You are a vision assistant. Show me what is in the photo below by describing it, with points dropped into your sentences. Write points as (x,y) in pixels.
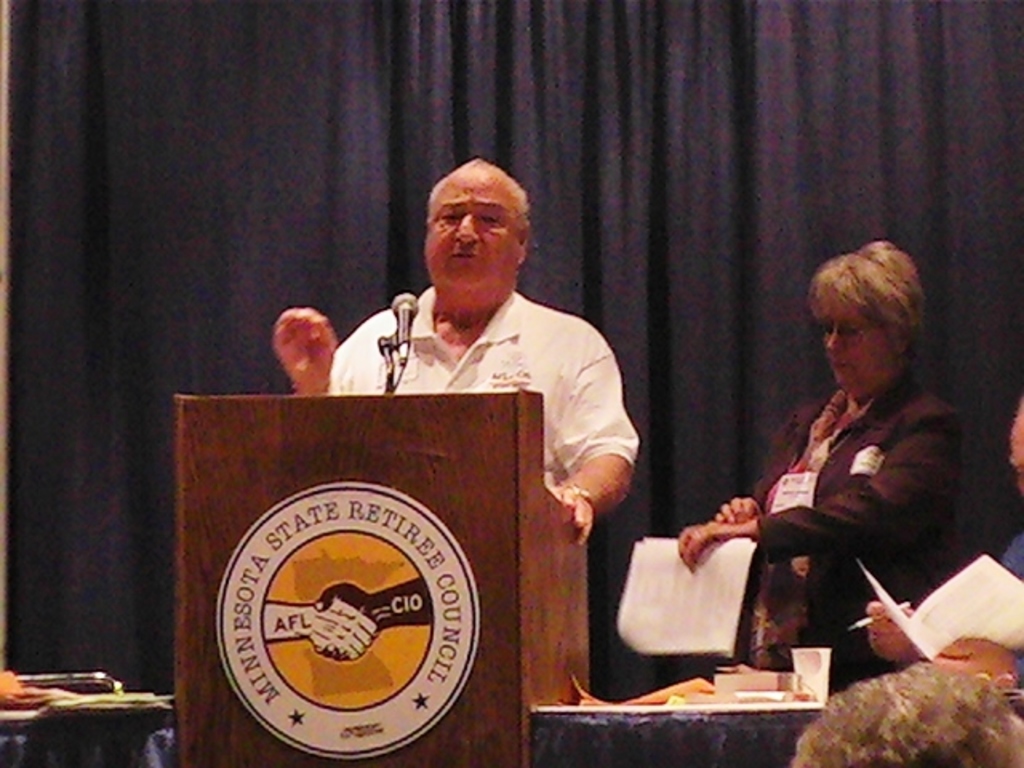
This is a picture from a meeting. In the center of the picture (443,329) there is a person (546,364) talking in front of the podium (394,539). On the right (829,620) there is a woman (851,529) standing, holding papers (723,608). On the right (759,718) there is a desk (733,723), on the desk (663,726) there are books (746,687), papers (684,690) and cup (811,689). On the right (892,629) there is a person (876,622) holding paper (922,620) and pen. In the background (724,115) there is a black curtain (170,338). On the left (61,721) there is a desk (59,729), on the desk (63,727) there are papers (76,696).
